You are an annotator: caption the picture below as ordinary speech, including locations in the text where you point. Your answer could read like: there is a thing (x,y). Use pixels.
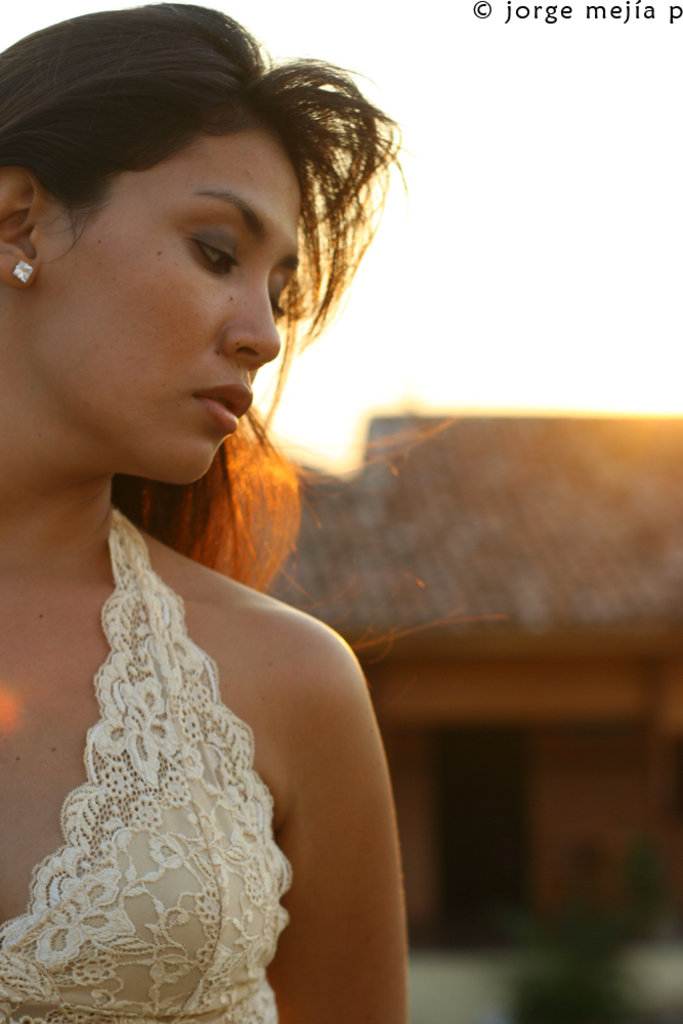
In this image we can see a woman (148,601) wearing a white color dress (148,601), also we can see a house (435,646) and in the background (541,86), we can see the sky (537,53), at the top of the image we can see some text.
